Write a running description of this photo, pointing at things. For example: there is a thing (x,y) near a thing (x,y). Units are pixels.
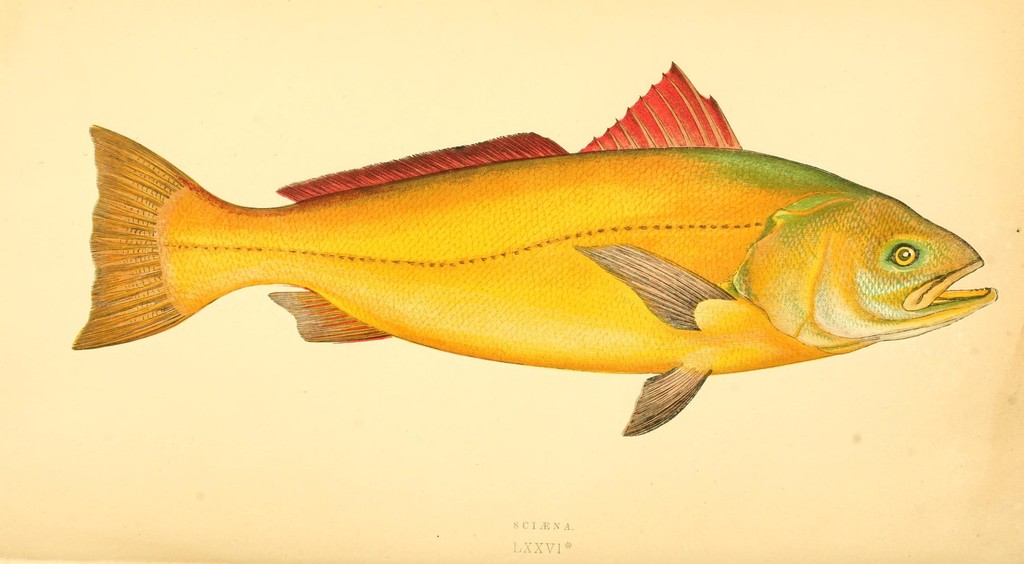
In this picture I can see a paper (670,146), there is a diagram of a fish (361,324), there are roman numbers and letters (527,525) on the paper (520,471).
